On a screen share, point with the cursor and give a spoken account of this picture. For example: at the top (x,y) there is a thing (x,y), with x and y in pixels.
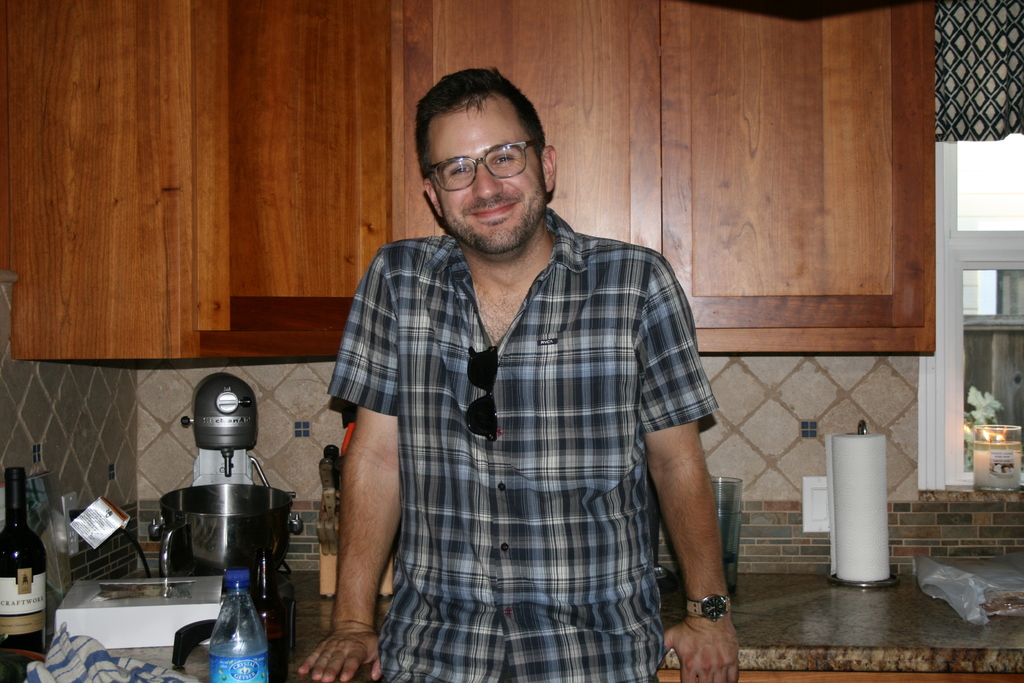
In the image a man (591,412) is standing, it looks like a kitchen (765,485) there is a cake making machine (196,514), some bottles (4,552), behind the man (428,159) there are few cupboards (843,188).
